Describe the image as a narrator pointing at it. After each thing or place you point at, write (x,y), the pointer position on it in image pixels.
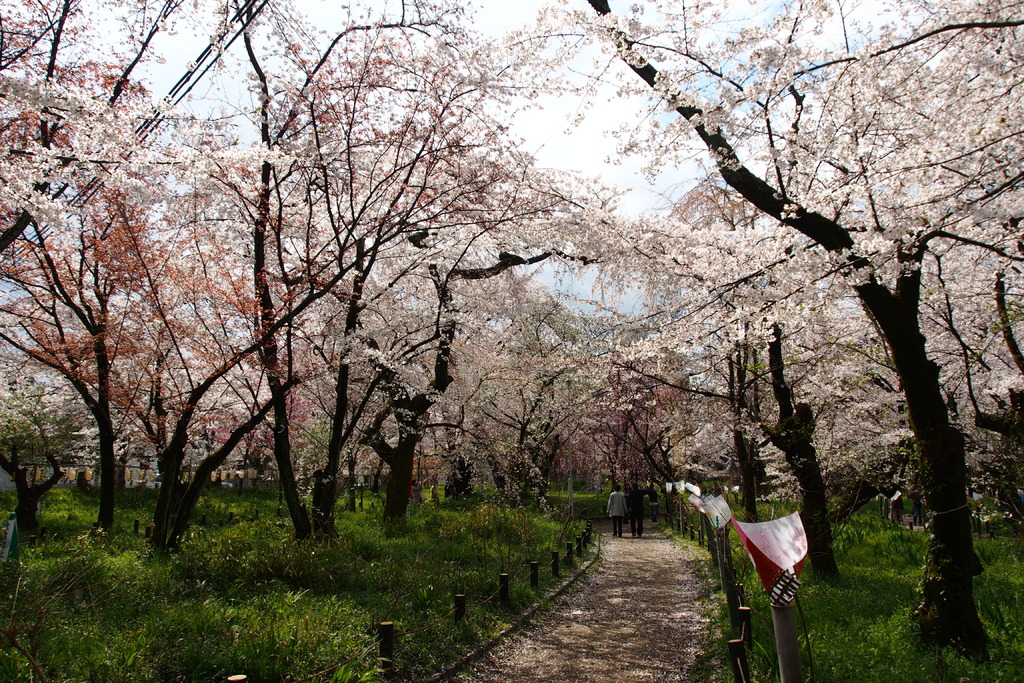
In this image we can see trees (119,383), plants (886,611), grass (812,618), walk way (617,606), persons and sky (553,165).
